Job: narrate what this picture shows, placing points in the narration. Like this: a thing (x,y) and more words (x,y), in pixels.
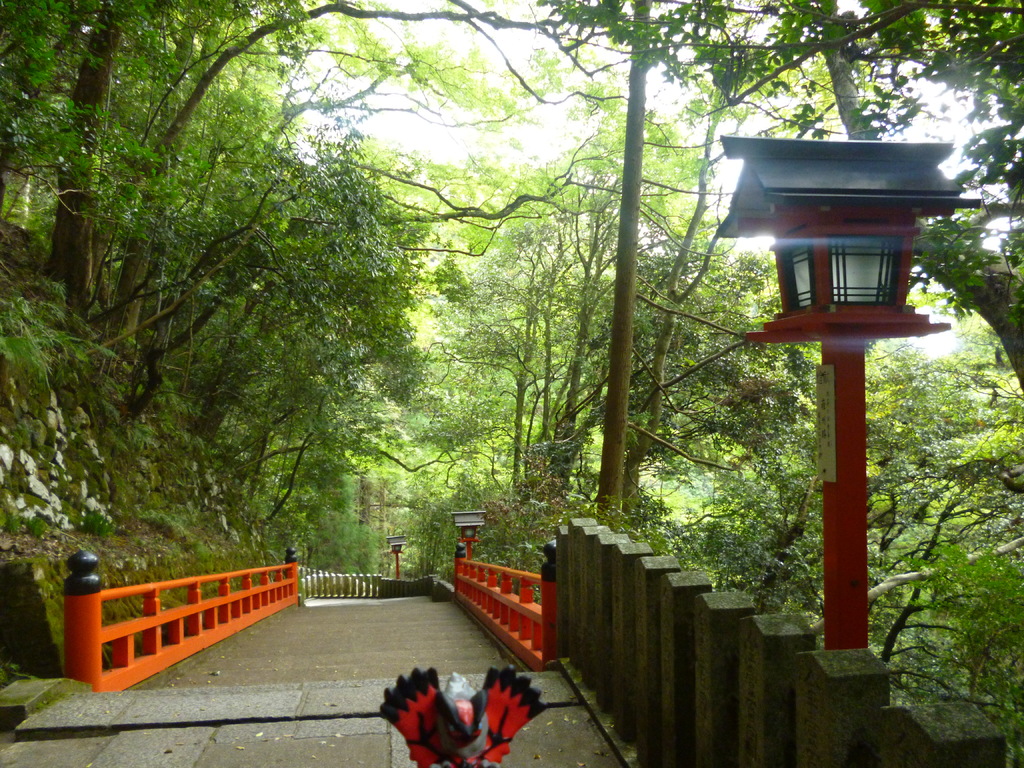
In this picture we can observe an orange color railing (253,613). On the right side (843,507) there is red color pole (839,386). In the background (286,300) there are green color trees (453,298) and a sky (398,138).
